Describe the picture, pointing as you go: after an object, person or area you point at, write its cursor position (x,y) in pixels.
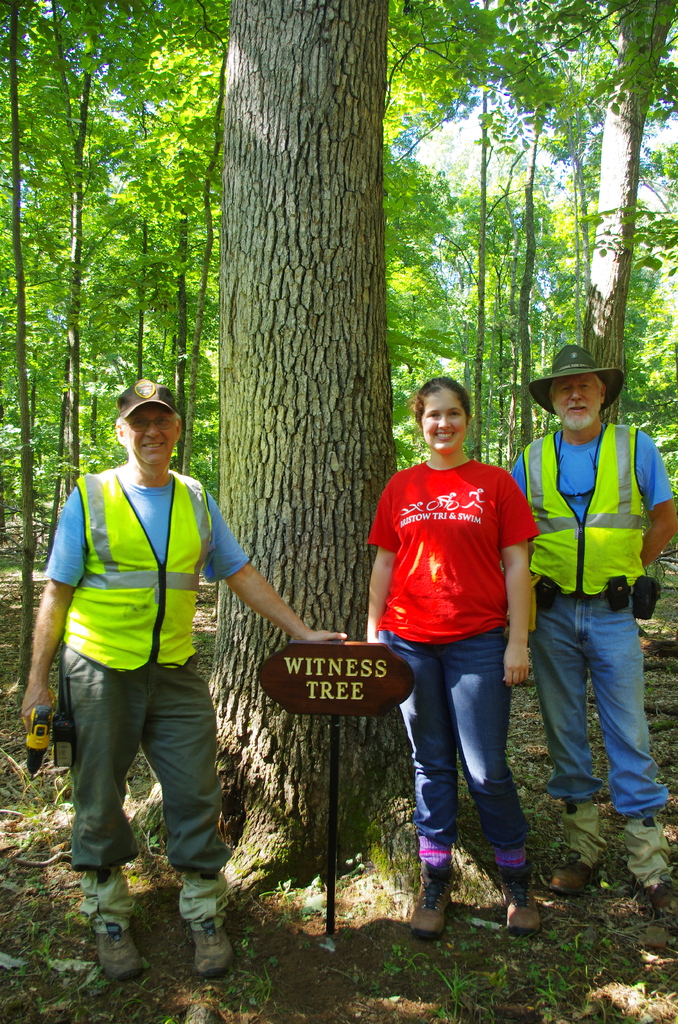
In the middle of the image (418,598) three persons (468,608) are standing and smiling. Behind them there are some trees (258,204).
